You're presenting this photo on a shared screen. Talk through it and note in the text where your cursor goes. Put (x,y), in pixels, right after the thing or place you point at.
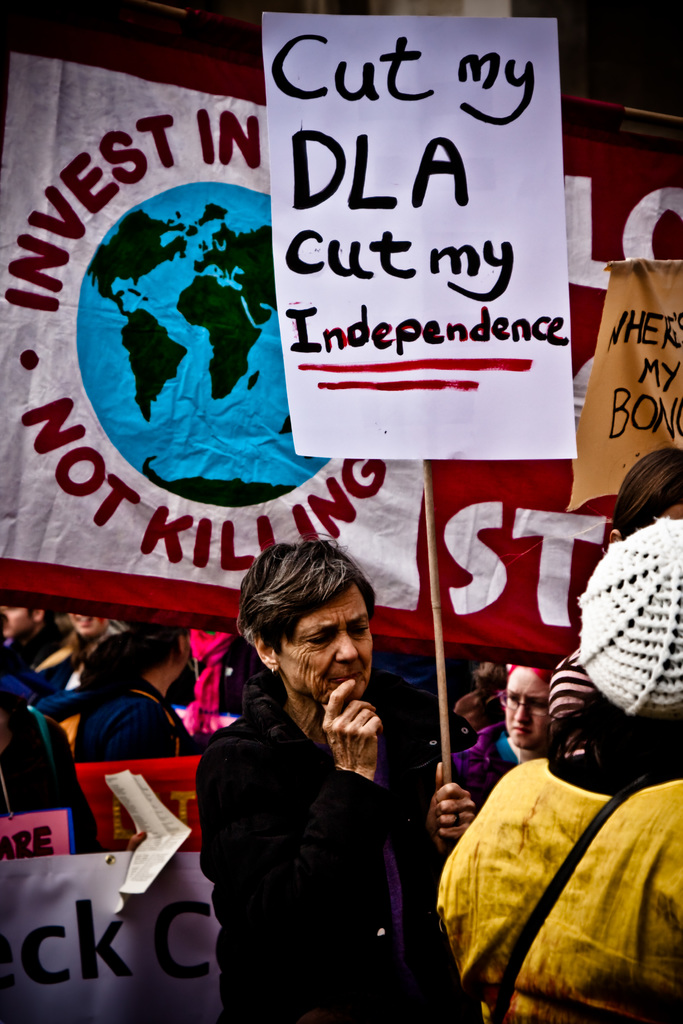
In this image at the bottom (421,947) there is a woman (207,771) who is holding a stick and something written on it says cut my DLA cut My independence.
